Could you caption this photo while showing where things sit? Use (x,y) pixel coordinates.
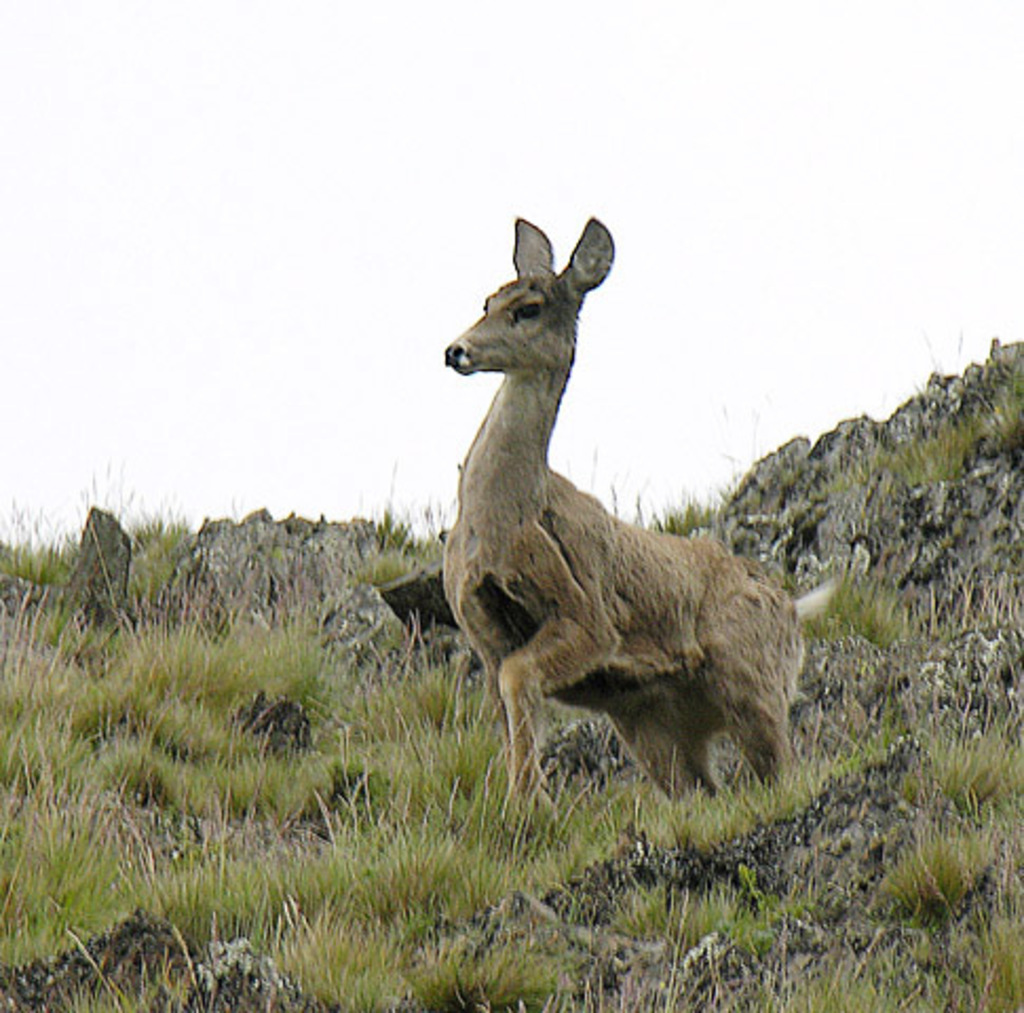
This image is taken outdoors. At the top of the image (428,122) there is the sky (613,122). At the bottom of the image (425,949) there is a ground (367,955) with grass (287,774) on it and there are a few stones (233,576) on the ground (934,528), In the middle of the image (535,583) a deer (473,532) is standing on the ground (543,749).
